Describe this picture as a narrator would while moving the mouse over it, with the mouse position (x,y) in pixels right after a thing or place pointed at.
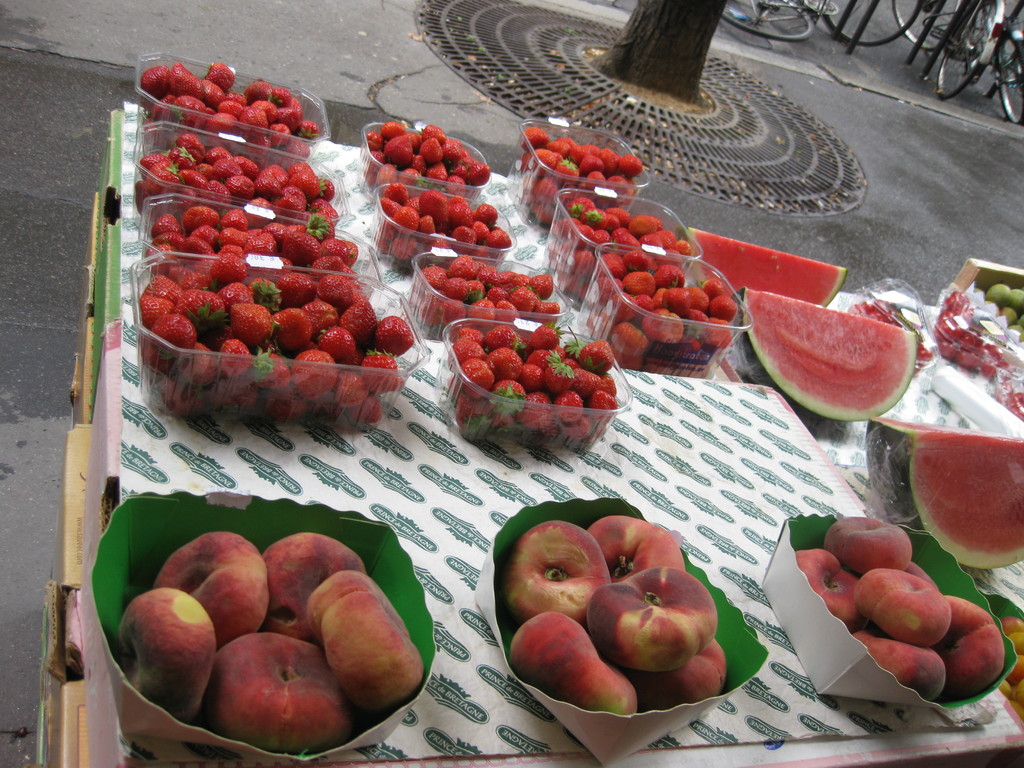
In this image we can see strawberries (475,262) are arranged in different containers (473,416). At the bottom of the image (647,608), we can see fruits (355,639) are there in the boxes (167,518). There are watermelons (961,470) and other fruits (971,347) on the right side of the image (982,356). We can see bicycles (780,33) and the bark (680,33) of the tree (651,36) at the top of the image (676,20).
